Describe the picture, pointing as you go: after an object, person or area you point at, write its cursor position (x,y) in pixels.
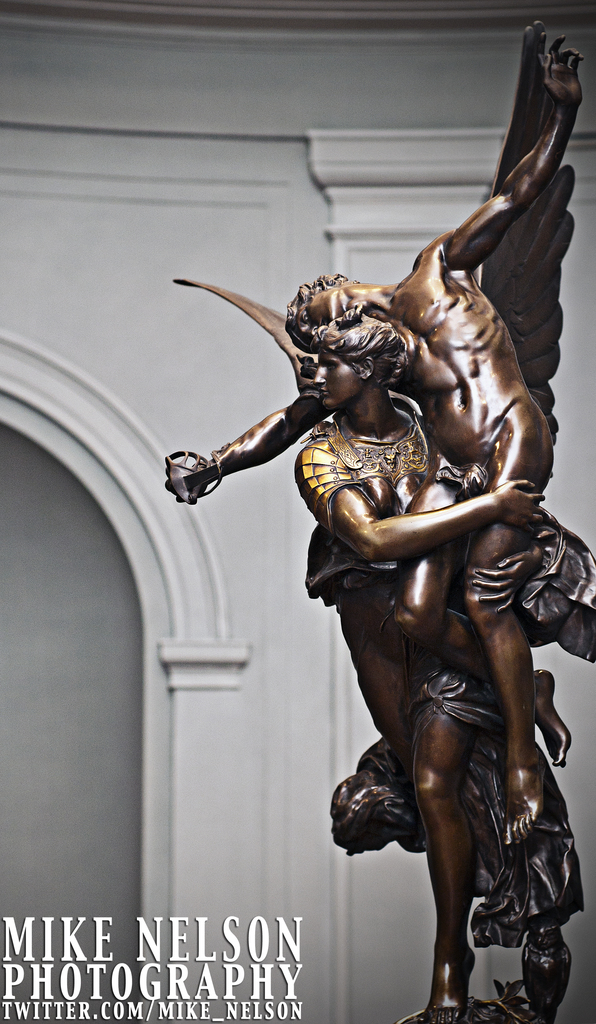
In this image there is a statue (460,741) and in the background (324,209) there is wall (266,217), and at the bottom of the image (140,970) there is text (176,977).
